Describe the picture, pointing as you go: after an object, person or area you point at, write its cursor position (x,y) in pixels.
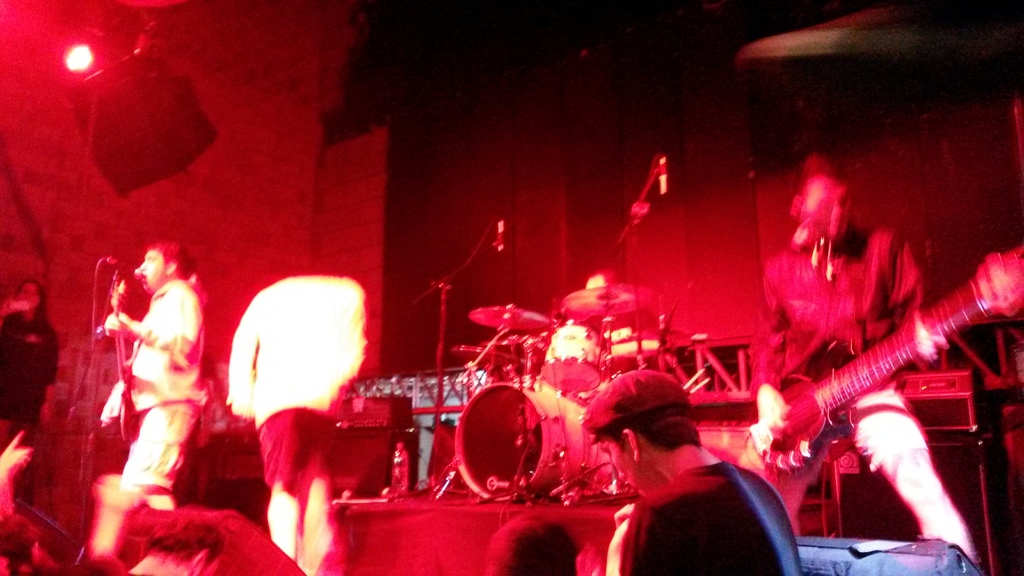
This picture is clicked in a musical concert. Here, we see two men (880,431) holding guitar (771,448) in their hands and playing it. Behind them, we see man (599,328) playing drums (510,373) and in front of them, there are many people (158,548) enjoying this music.
